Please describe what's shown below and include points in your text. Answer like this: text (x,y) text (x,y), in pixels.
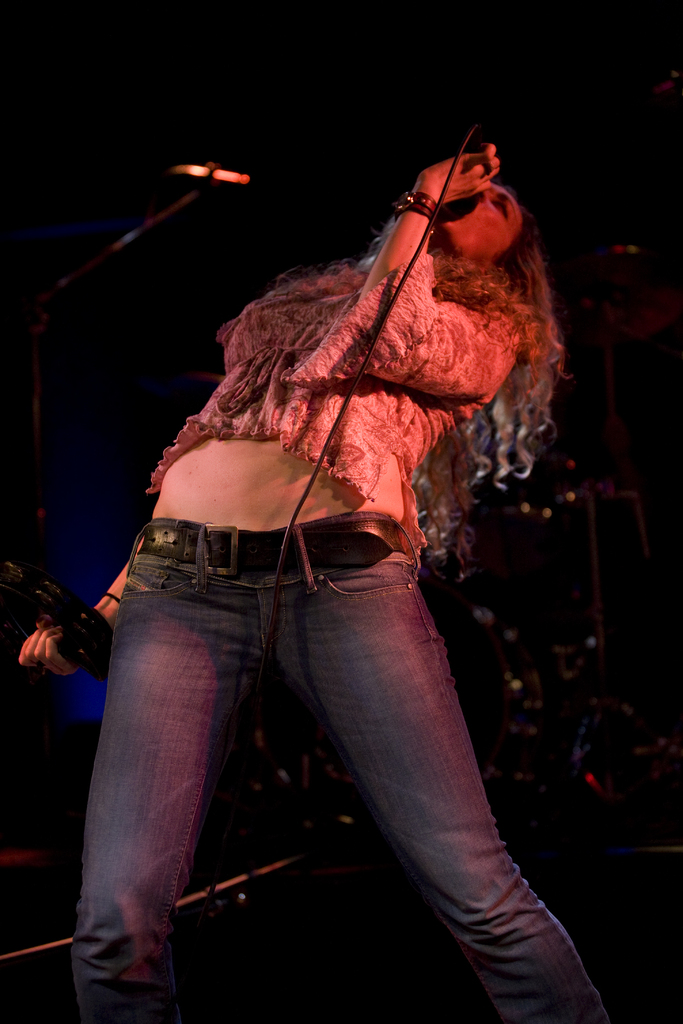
In the center of the image (327,530) we can see a lady (337,285) standing and holding a mic (476,143) in her hand (478,153). In the background (568,632) there is a band (526,671).
